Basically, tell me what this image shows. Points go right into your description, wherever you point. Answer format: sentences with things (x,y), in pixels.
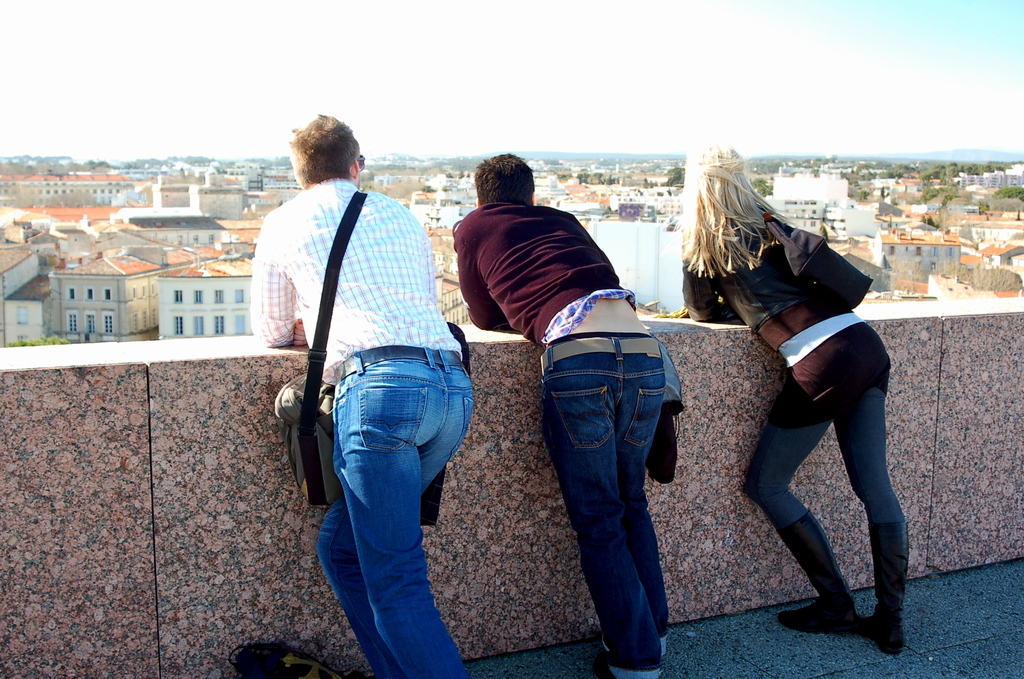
This image consists of three persons (411,413) standing near the wall (253,441). It looks like they are standing on the terrace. In the background (34,252), there are many building (47,219). At the bottom (804,635), there is a floor (777,627). To the left (301,471), the man (341,394) is wearing a bag (310,425).
